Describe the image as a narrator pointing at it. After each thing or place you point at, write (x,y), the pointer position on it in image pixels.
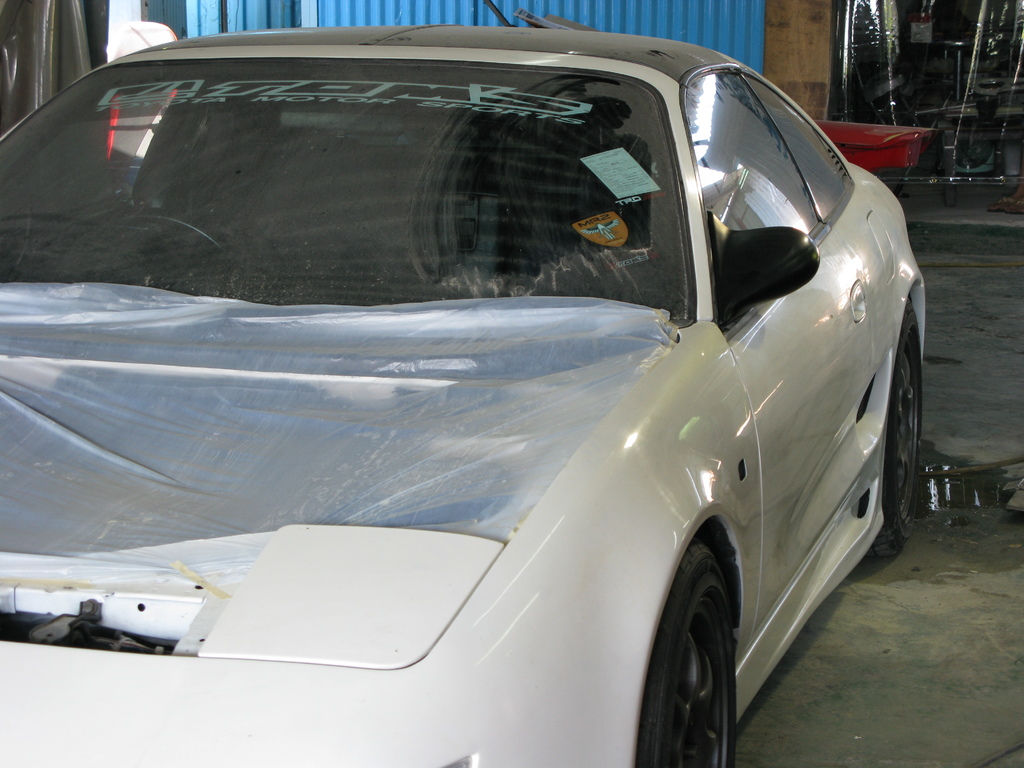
In this picture we can see a car (548,560) parked on the path (796,712) and behind the vehicle (518,189) there is an iron sheet (645,13) and other things (924,106).
